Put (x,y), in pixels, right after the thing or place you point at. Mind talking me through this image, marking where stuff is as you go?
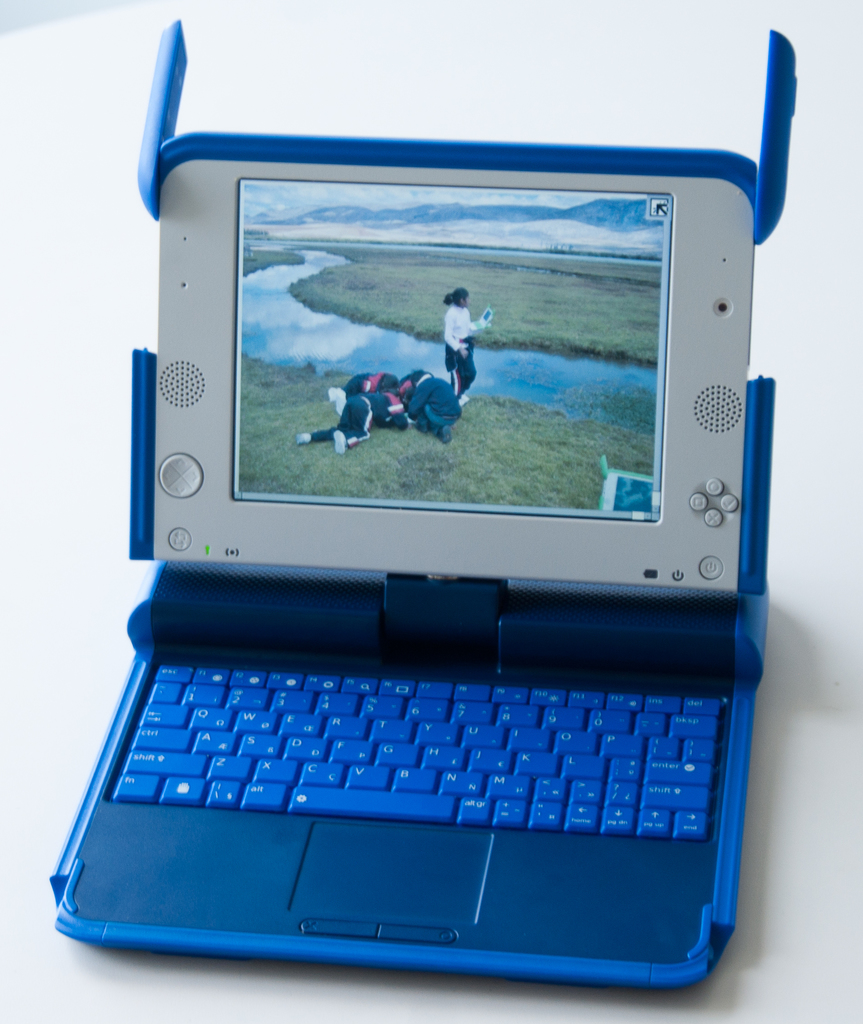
In this image we can see a laptop (408,549) on a platform (14,843).
